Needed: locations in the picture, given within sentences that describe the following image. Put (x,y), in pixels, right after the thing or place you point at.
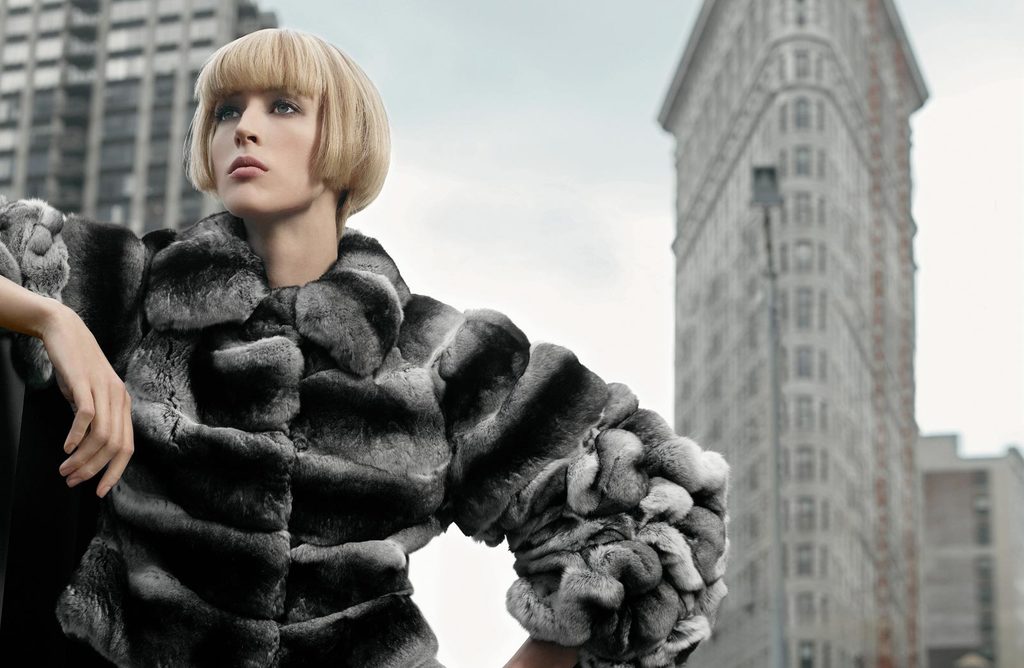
In this image we can see a woman (429,421) who is standing. In the background (728,138) we can see buildings (802,258), street poles (771,267) and sky (471,135).
